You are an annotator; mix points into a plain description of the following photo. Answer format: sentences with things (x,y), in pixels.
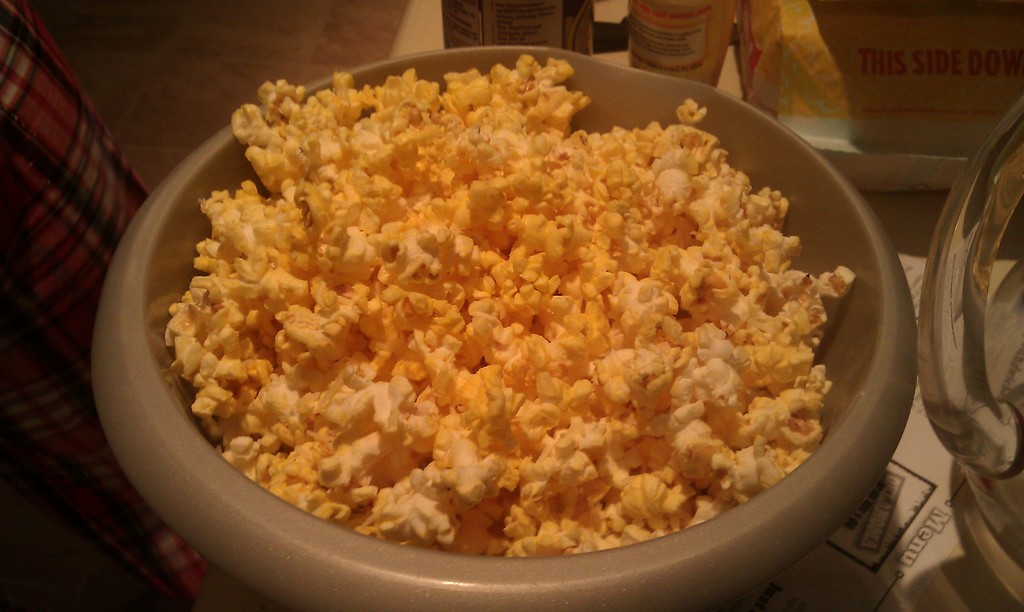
In this picture we can see popcorn (689,421) in the grey color bowl (355,575). Beside there is a glass water jar (930,396).
